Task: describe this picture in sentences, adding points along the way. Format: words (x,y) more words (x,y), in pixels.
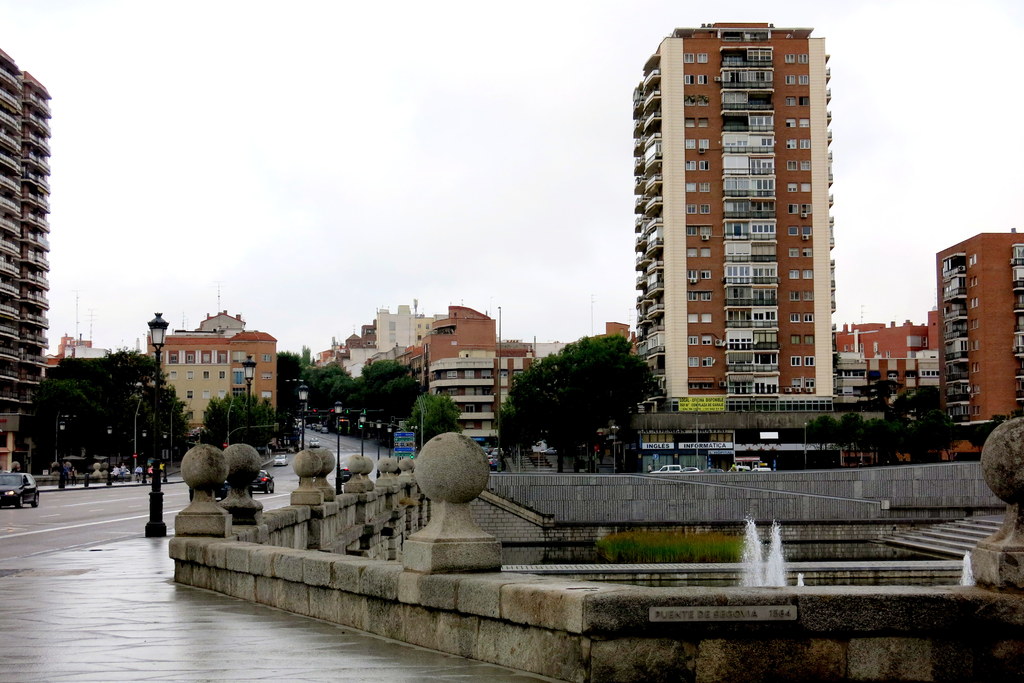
This is the picture of a place where we have some houses (377,352), buildings (387,344), trees (211,425), plants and also we can see some water fountain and some other things (492,567) around.
